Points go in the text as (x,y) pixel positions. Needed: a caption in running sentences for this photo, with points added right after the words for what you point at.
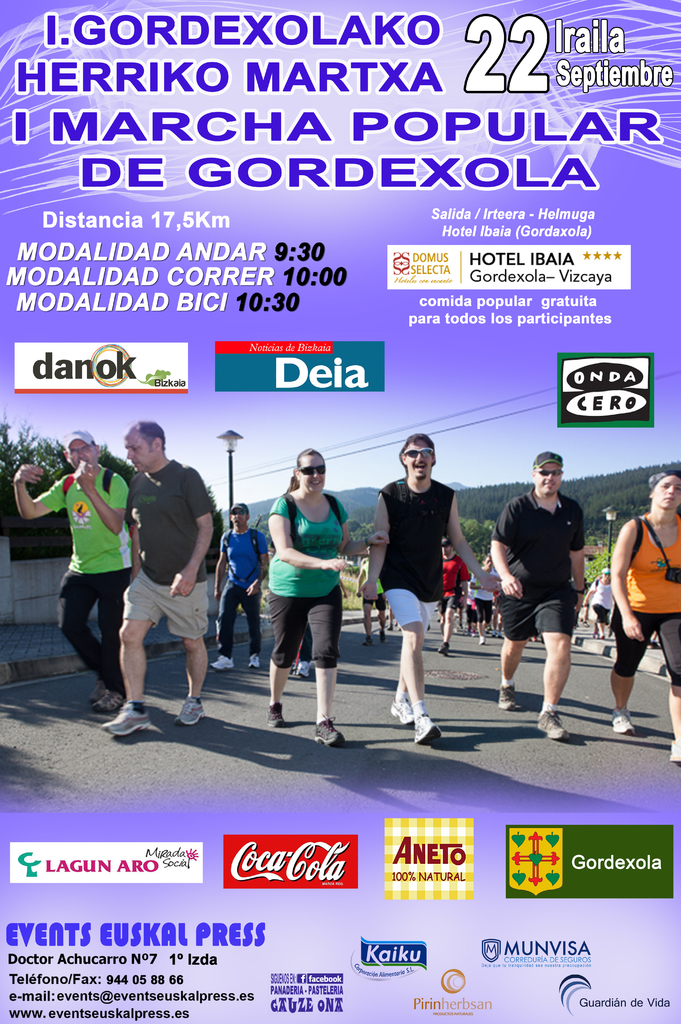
In this image there are group of people (637,538) walking on the road (609,798), and in the background (255,440) there are trees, hills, light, pole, sky (252,410) and there are watermarks (270,376) on the image.
